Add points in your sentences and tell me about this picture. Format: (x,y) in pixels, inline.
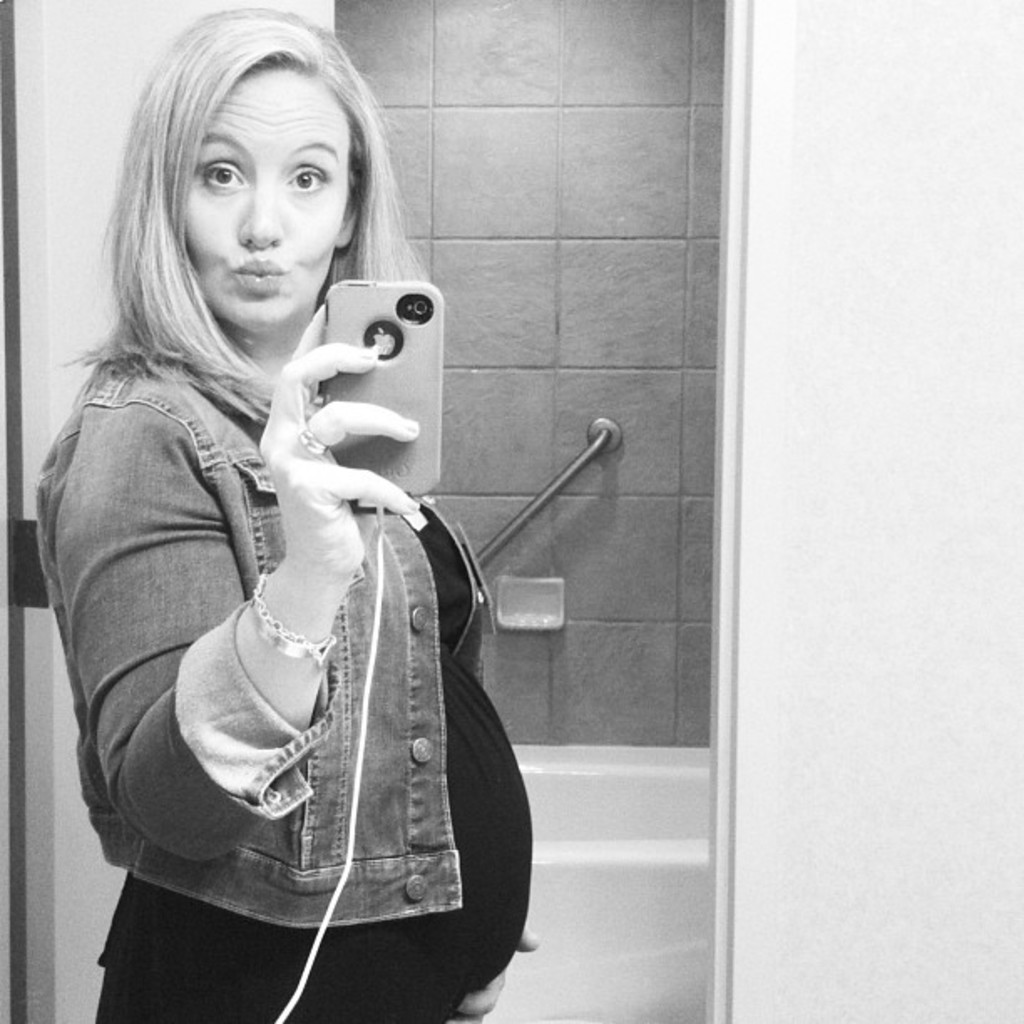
This picture shows a woman (243,137) standing and holding a mobile (383,373) in her hand (356,486) and we see a bathtub (627,839) and a handle (607,444) to hold and we see a door (127,63).
